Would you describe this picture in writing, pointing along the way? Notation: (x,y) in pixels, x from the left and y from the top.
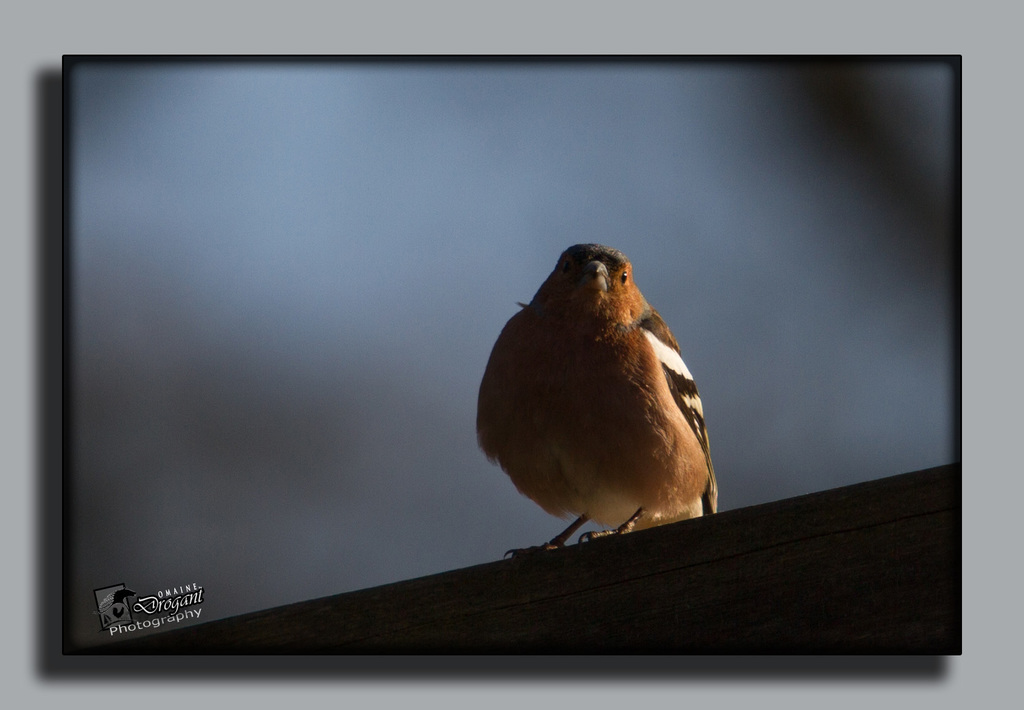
In this image I can see a photo (261,332). On the photo (640,440), I can see a bird (626,369) and in the bottom left (164,614) there is some text (160,612).
